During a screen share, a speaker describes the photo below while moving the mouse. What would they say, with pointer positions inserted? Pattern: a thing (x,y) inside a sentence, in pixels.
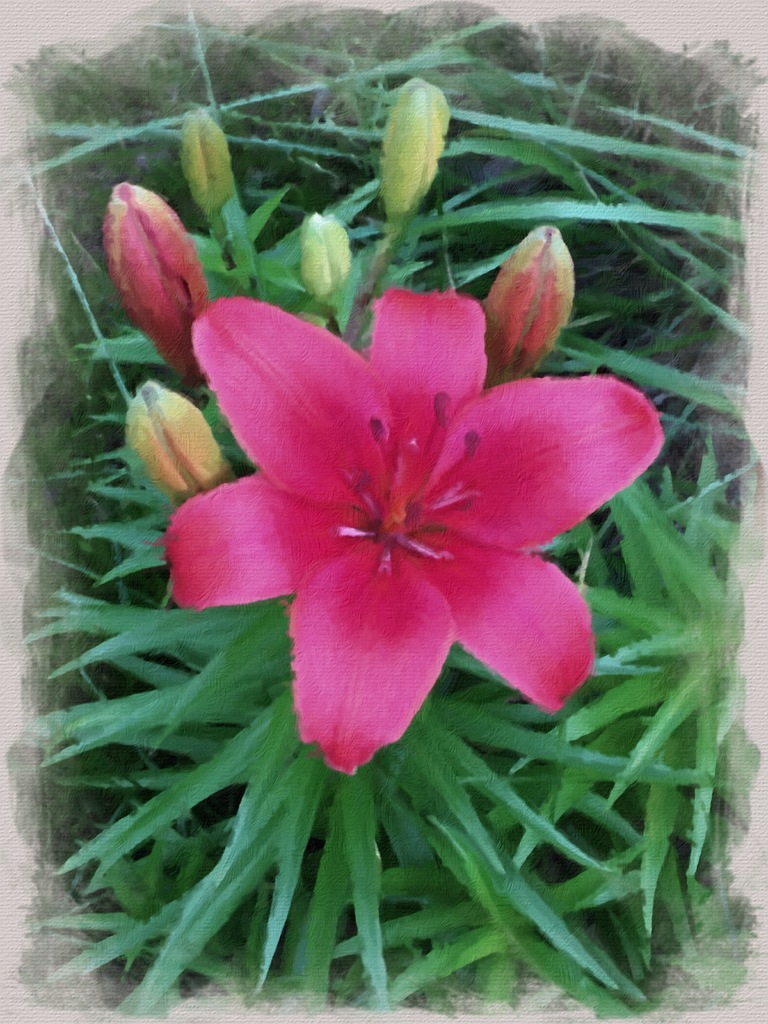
In this picture we can see a flower (464,472) and buds (412,126) in the front (398,120), at the bottom (538,846) there are some leaves (206,686).
